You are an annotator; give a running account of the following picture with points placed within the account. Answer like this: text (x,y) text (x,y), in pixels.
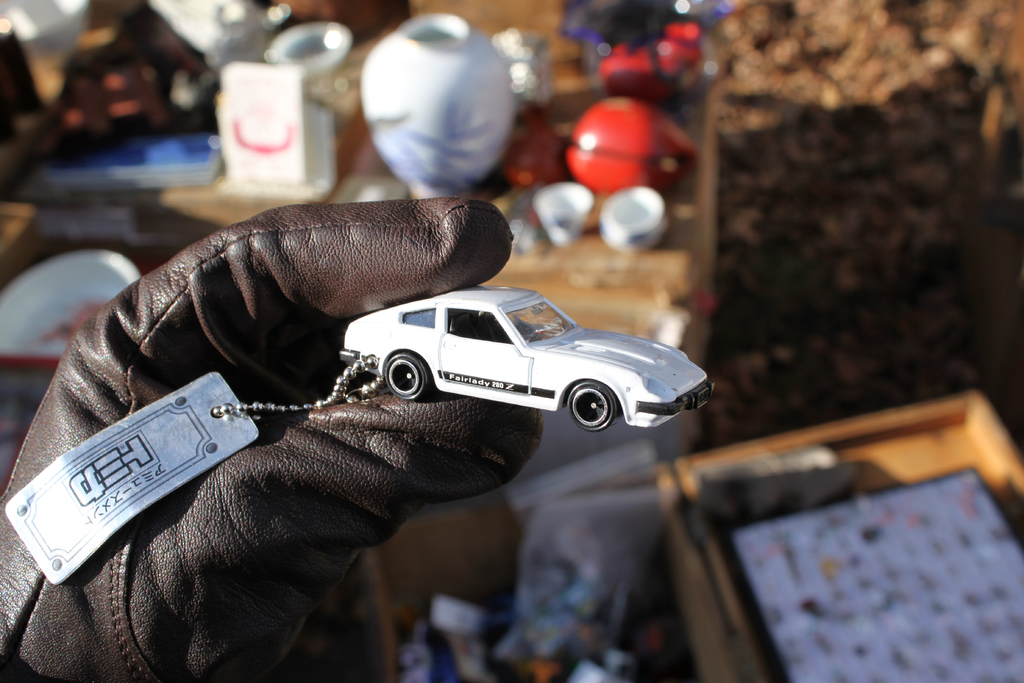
In the front of the image (381,281) we can see a person's hand (182,253) wearing a glove (220,270), holding a car (548,369) and there is a steel board (184,435) along with a chain (349,372). Something is written on the steel board (239,421) and toy car (701,386). In the background of the image (668,302) is it blur and there are objects (444,114).
